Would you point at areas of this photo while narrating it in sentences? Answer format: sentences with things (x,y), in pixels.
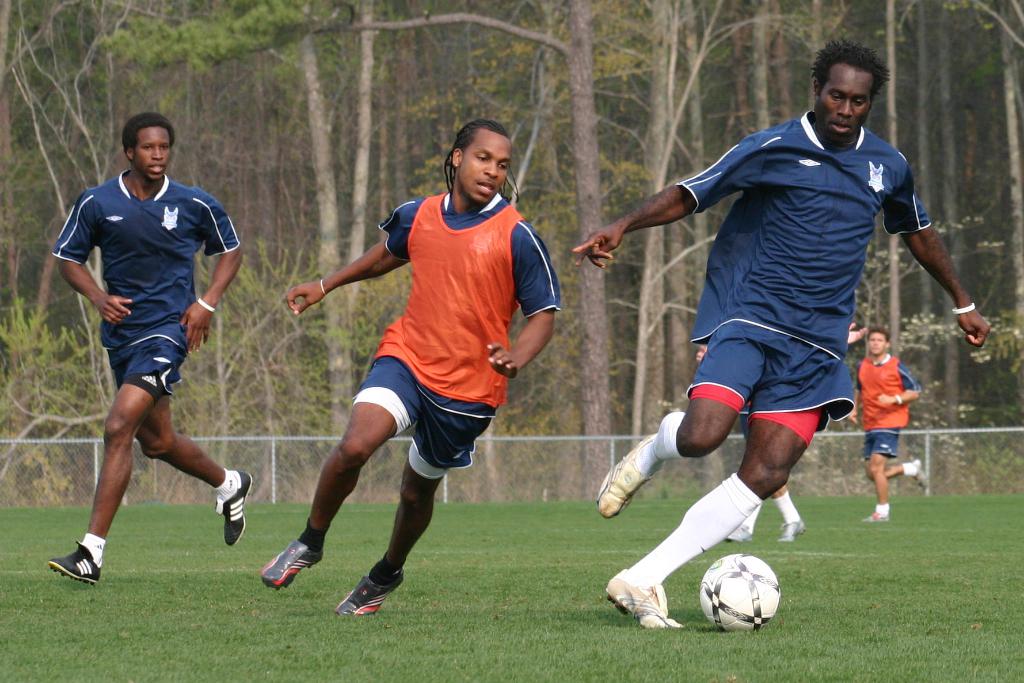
In this picture I can see 3 men (667,447) in front (423,263) and I see that they're wearing jerseys (841,240) and I can see a ball (761,580) on the right bottom of this picture (743,597) and I see it is of white and black color and I can also see the grass (345,511). In the background (521,396) I can see 2 persons (893,445) and I can see the fencing (532,451) and number of trees (668,264).
